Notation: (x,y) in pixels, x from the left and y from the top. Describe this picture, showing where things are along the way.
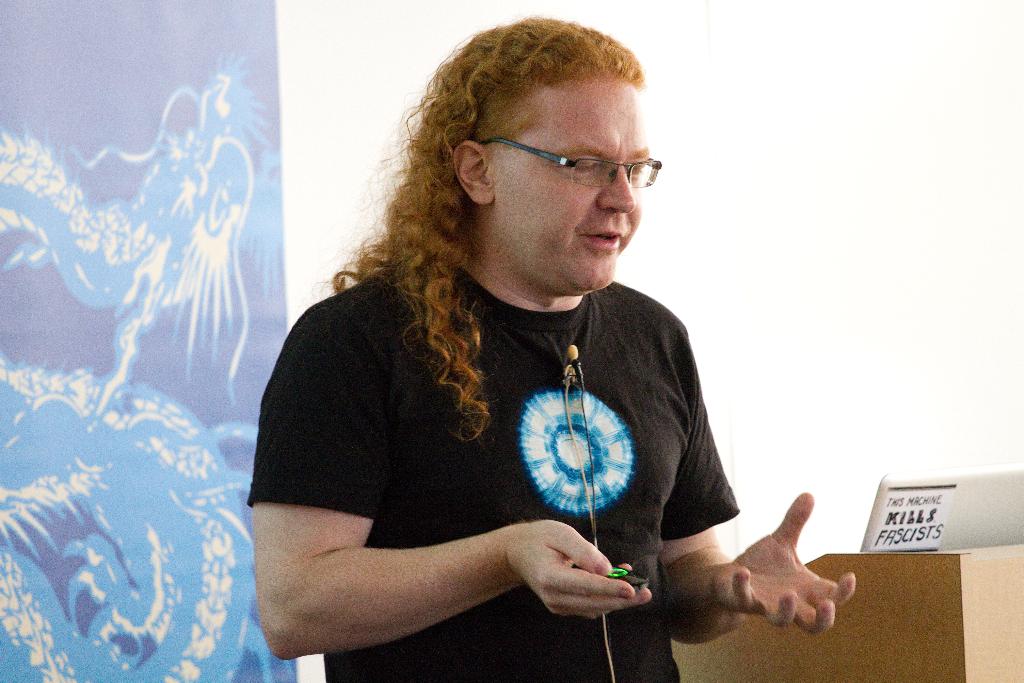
There is a man (449,579) standing and holding an object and wore spectacle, beside this man (570,193) we can see laptop (915,547) on the podium (921,611). In the background (408,31) we can see screen (444,36) and it is white color.
